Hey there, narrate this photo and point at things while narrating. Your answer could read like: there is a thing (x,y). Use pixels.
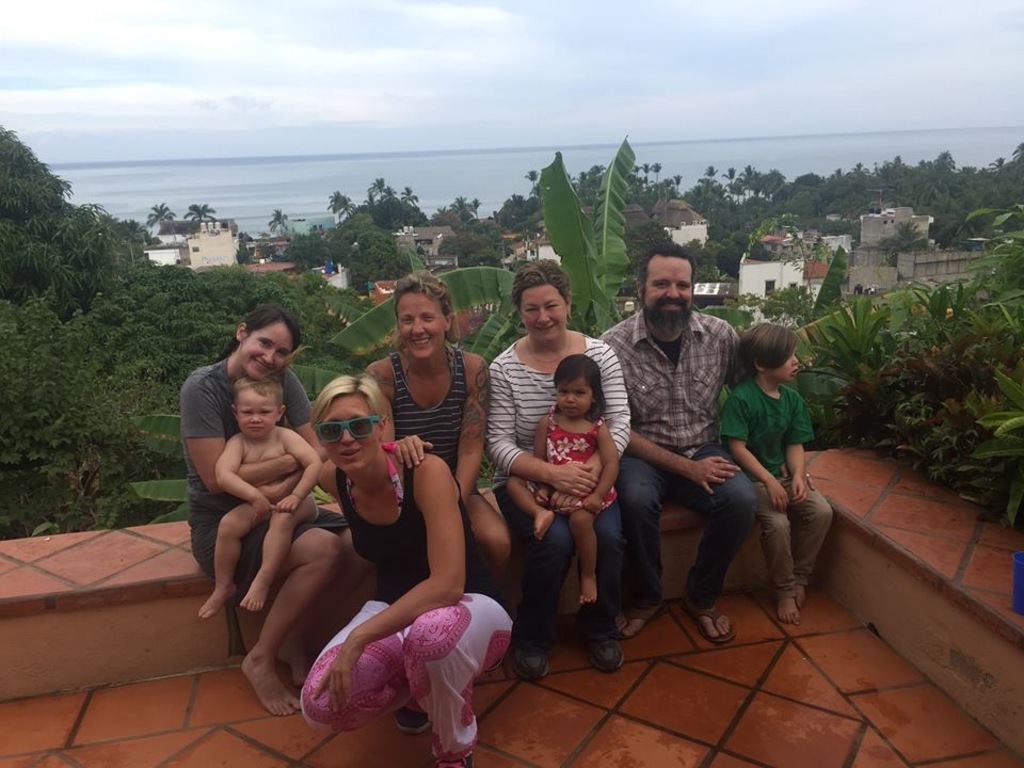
In the center of the image (583,466) we can see many persons (598,465) sitting on the wall (1001,555). In the background (41,376) we can see buildings (513,248), trees (397,274), water (263,175), sky (429,136) and clouds (224,28).
